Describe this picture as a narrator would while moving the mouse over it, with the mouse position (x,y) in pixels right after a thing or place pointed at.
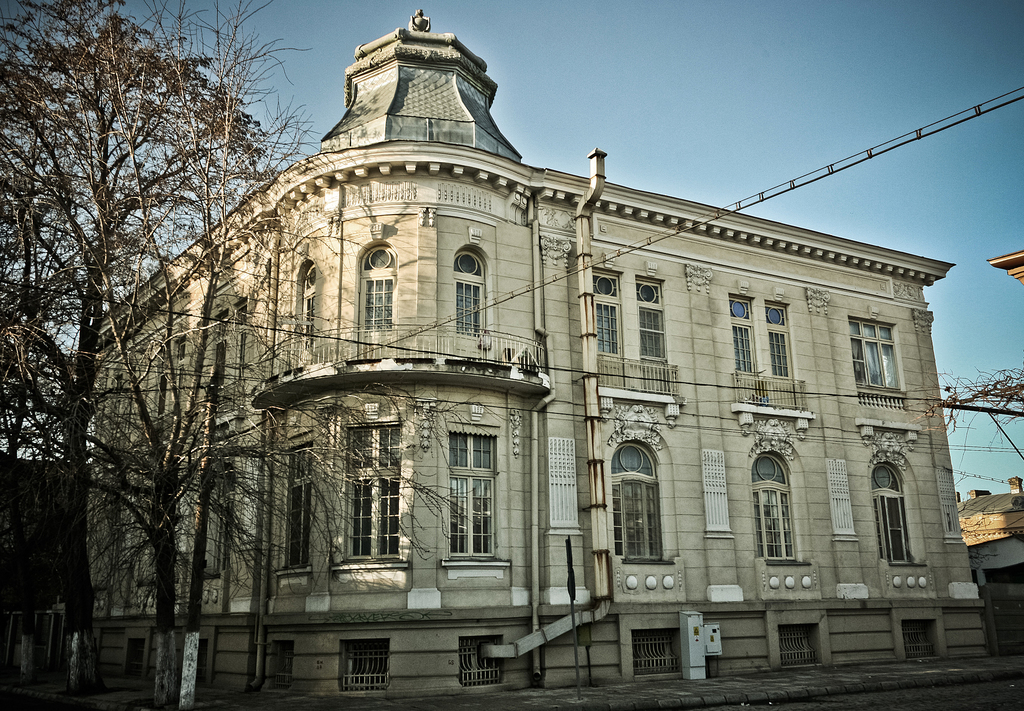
On the left (142,168) there are trees (161,551). In the center of the picture (591,237) there is a building (738,639). In the foreground (548,690) it is pavement (1014,689). On the right (982,392) there is a tree (983,395). Sky (586,61) is sunny.
